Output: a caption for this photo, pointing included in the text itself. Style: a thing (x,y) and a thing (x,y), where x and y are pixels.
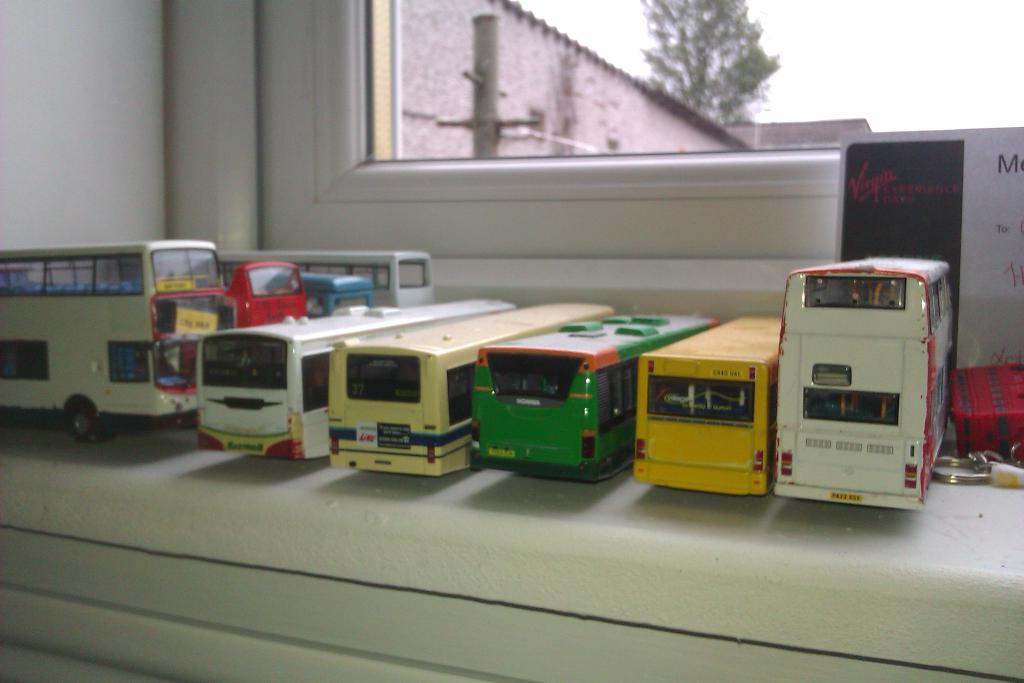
In this image, we can see few bus toys (441,362) are placed on the shelf (516,503). On the right side (997,478), we can see a keychain (970,478). Top of the image (524,150), there is a glass window (507,112). On the left side (79,143), we can see a wall (65,150). Through the glass (636,108) we can see the outside view. Here there is a tree (684,91), brick wall (573,122) and pole (495,108).
